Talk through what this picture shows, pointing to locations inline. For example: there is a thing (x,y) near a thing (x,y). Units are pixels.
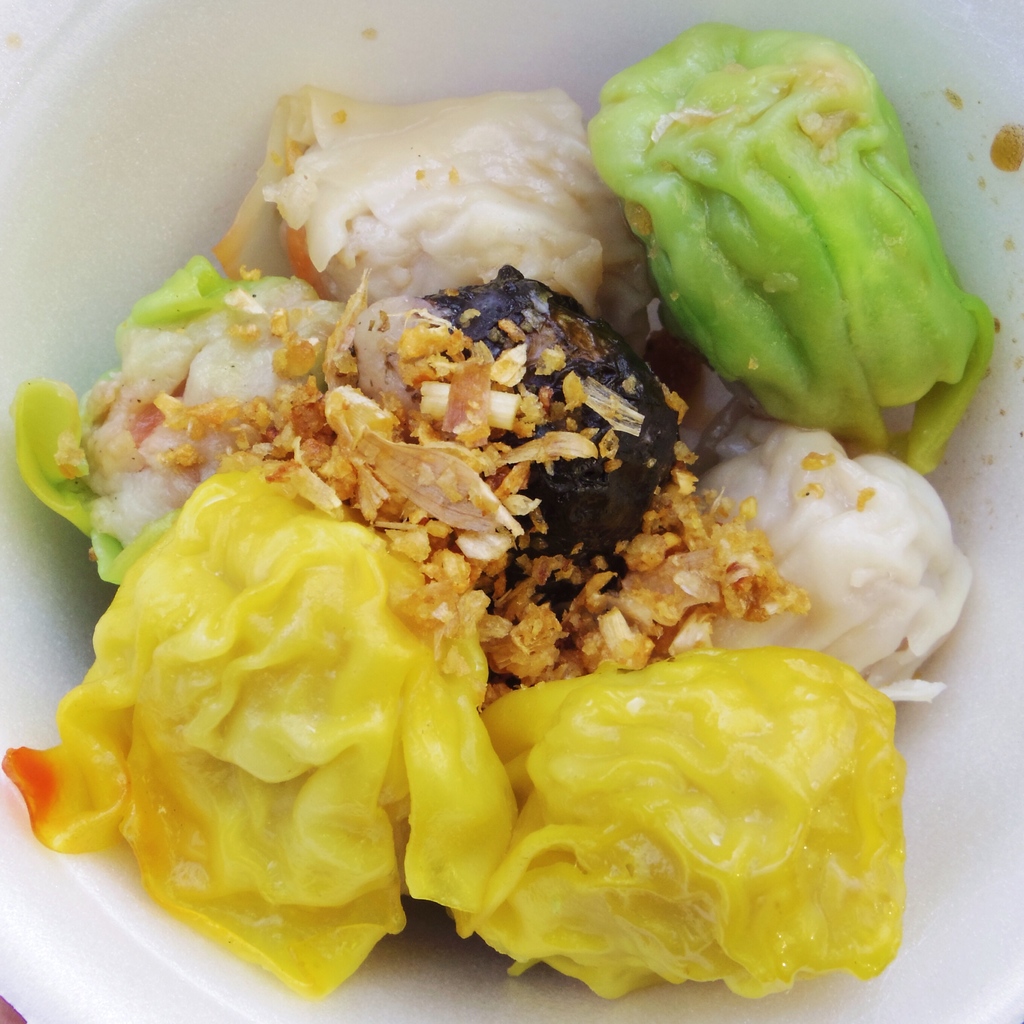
In this picture there are some colorful yellow and green momo (690,881) placed in the white bowl (929,906).
